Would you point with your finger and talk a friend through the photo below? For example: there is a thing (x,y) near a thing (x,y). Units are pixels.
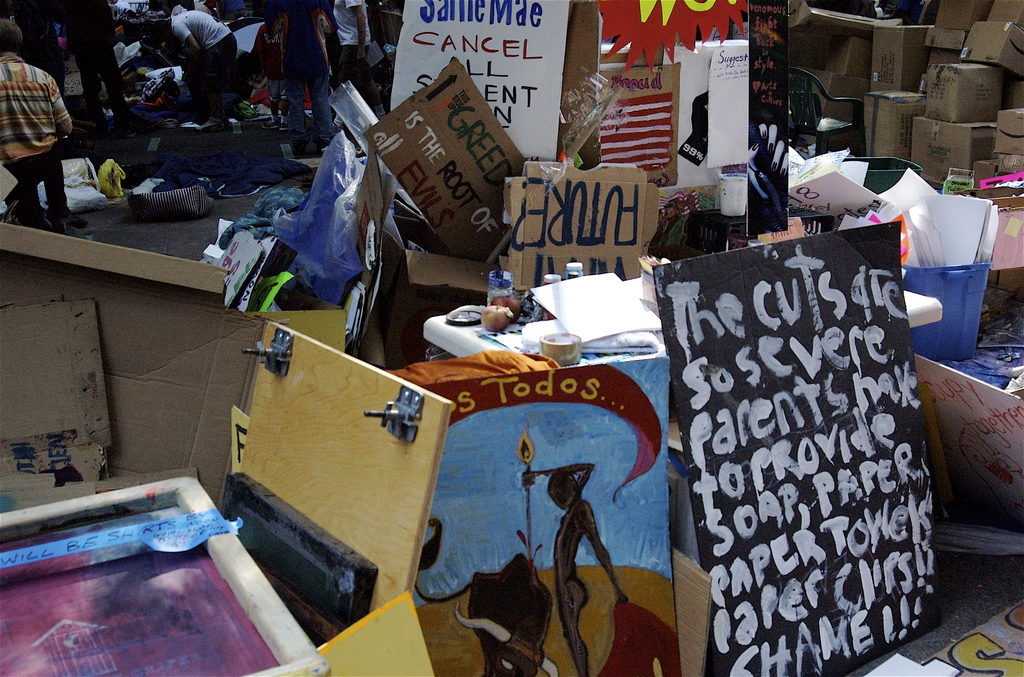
In this image I can see few people (195,29) around. In front (531,432) I can see few boards (757,285), cardboard boxes (876,117), papers (961,231), plastic cover (308,264) on the road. They are in different color.
